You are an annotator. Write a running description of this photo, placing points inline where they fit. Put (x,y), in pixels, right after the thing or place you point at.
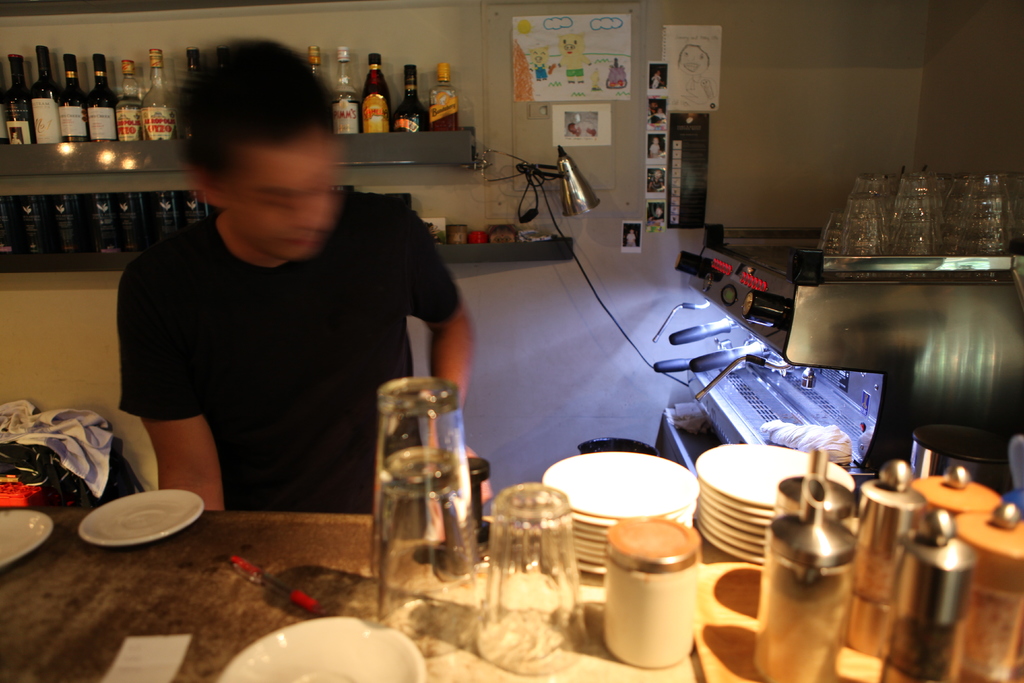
In this image we can see a person (221,382) standing in front of a table (84,540) on which set of glasses (520,527), plates (588,496), bowls (376,658) a pen (283,583) are placed on it. In the background (759,359) we can see a machine (950,335) on which glass items (865,237) are placed. on the wall (728,204) group of bottles (18,97) are placed in the rack (436,158).
